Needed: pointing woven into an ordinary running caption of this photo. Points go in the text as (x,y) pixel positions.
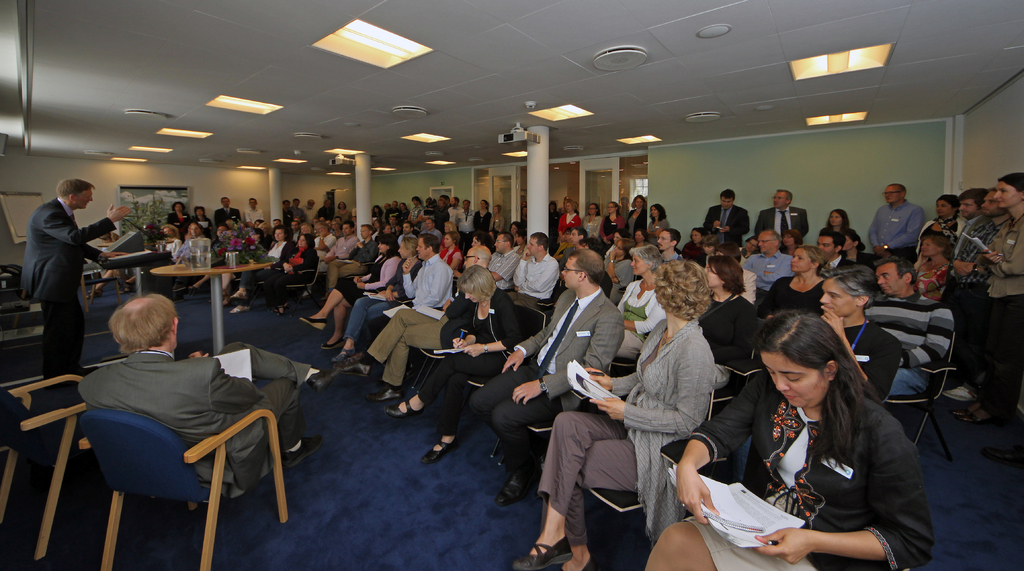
This picture shows a meeting room (501,561) where all the people (570,350) seated on the chairs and few (653,429) are holding papers (575,371) in their hands (608,401) and we see a man (95,254) standing and speaking at a podium (151,265) and we see few water bottles (197,268) and glasses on the table (218,348) and we see few men (962,278) standing on the back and we see a projector (519,123) and few lights (245,105) on the roof (773,94).
